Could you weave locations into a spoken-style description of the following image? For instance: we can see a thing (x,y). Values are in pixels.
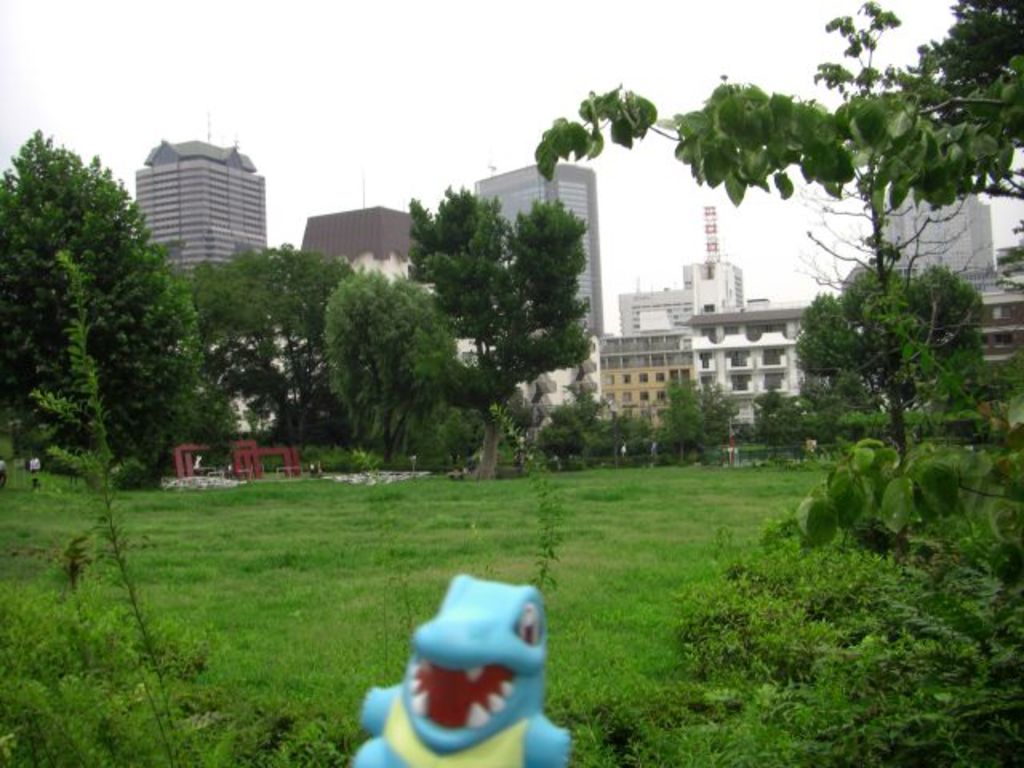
In this picture we can see trees (873,502), plants (72,541), buildings (546,186) and grass (509,517). We can also see a toy (457,688).
